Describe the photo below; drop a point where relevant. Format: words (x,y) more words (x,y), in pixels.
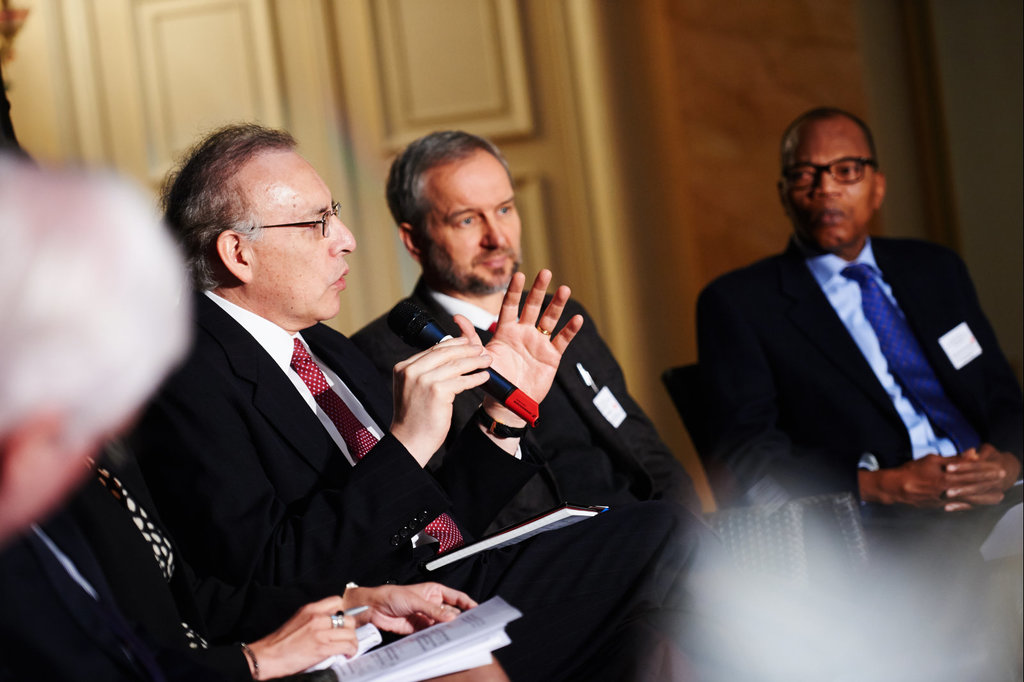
In this picture we can see some people (106,422) sitting on chairs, man (566,542) holding a mic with his hand (409,398), papers (381,653), some objects (481,539) and in the background (444,80) we can see doors (416,69) and the wall (615,66).
